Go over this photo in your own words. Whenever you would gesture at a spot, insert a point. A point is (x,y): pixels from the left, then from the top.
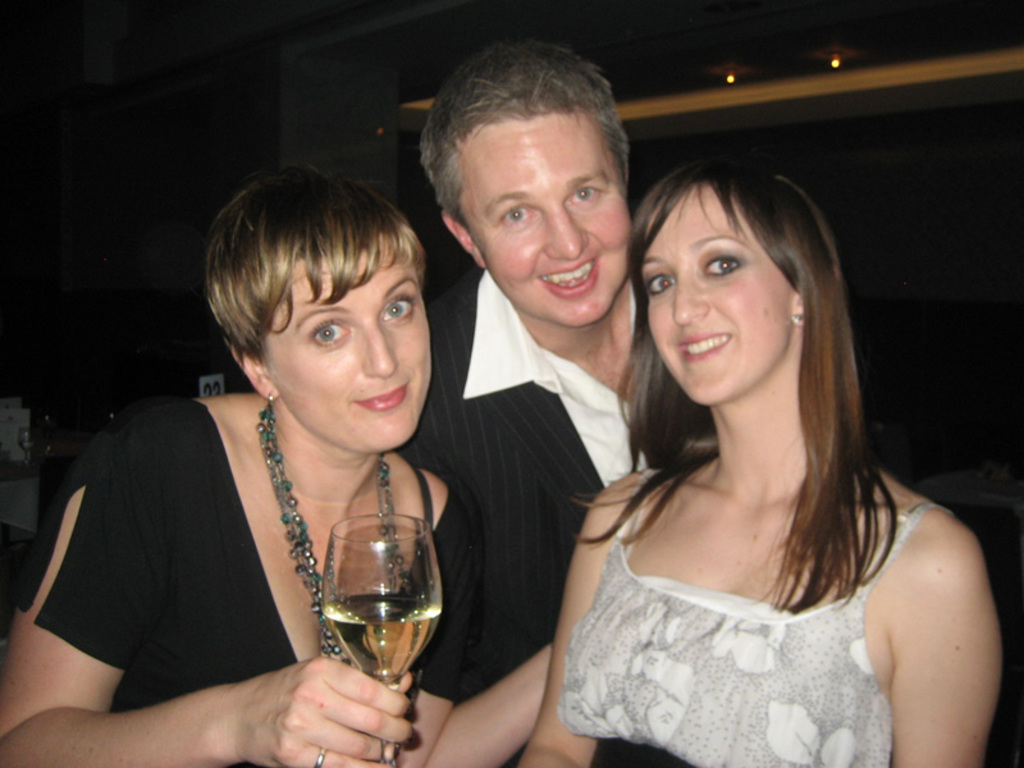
To the left (121,521) there is a lady (130,506) with black dress (168,536) is standing and holding a glass (405,591) in her hand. She is smiling. Beside her there is a man (543,438) with black and white shirt (531,409) is standing and he is smiling. To the right side (831,598) there is a lady (758,639) with white dress (751,657) standing and she is smiling. And on the top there are two lights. To the left side (165,114) there is a dark background (109,333).
